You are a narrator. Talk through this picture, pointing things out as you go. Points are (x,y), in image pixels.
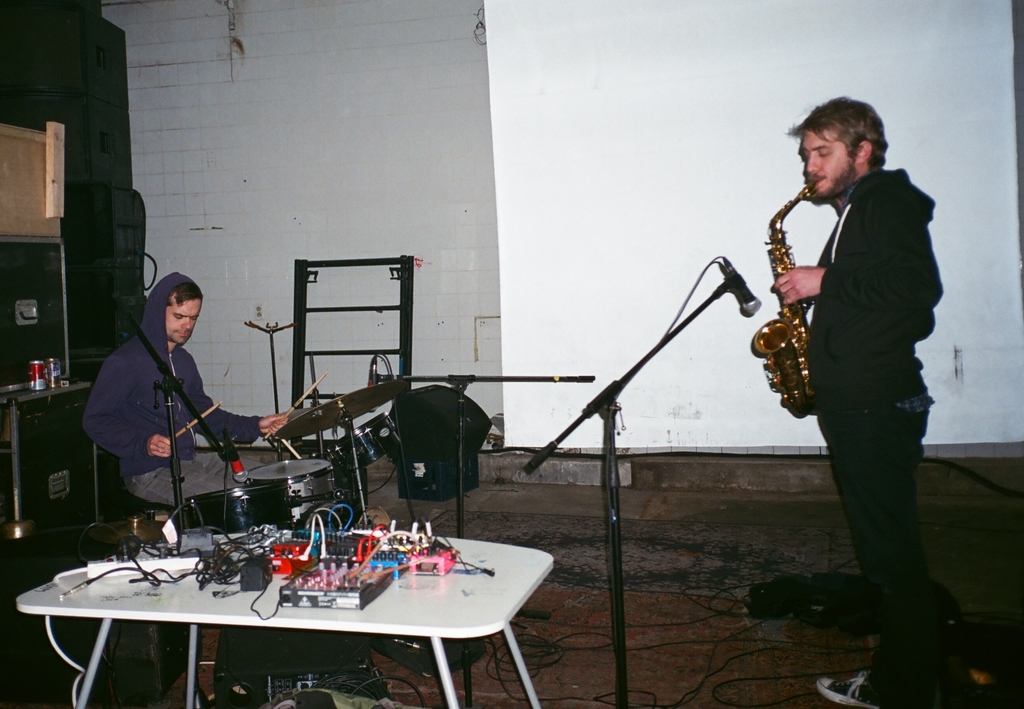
In this picture there is a person (879,248) who is playing a saxophone (804,357) in front (744,311) there is a microphone (747,291) and there's another person (278,423) sitting and playing the drum set (265,489). There is also some electrical material (283,547) on the table (396,611).
